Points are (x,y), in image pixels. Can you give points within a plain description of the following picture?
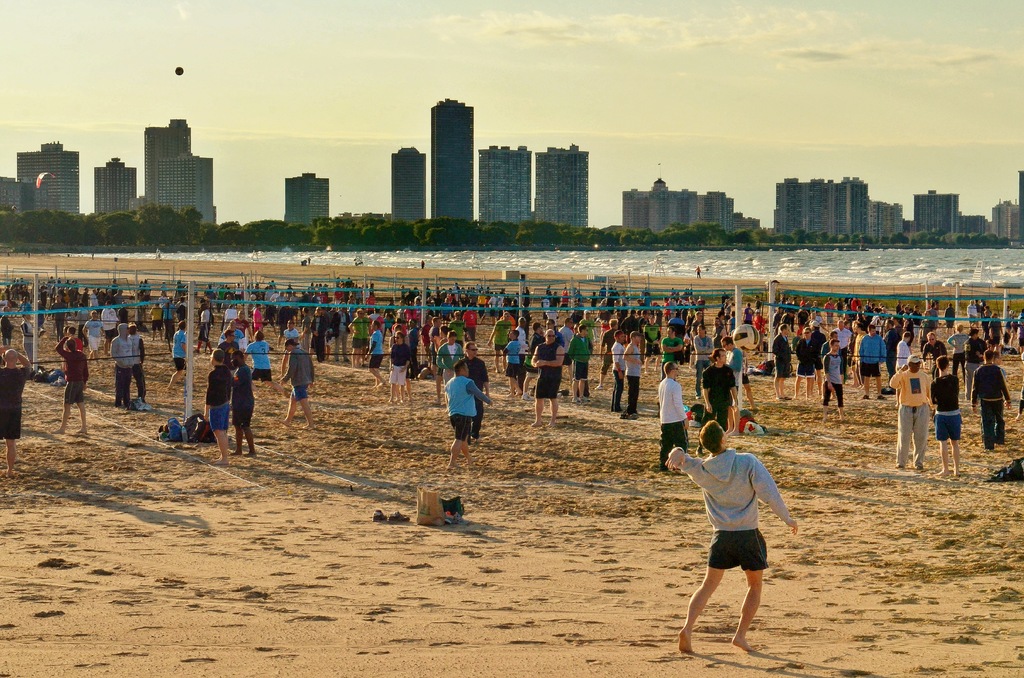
There are people (805,354) and we can see ball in the air (200,123). We can see objects (425,521) on the sand (339,407), nets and poles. In the background (504,214) we can see water (820,267), buildings (561,218), trees (296,236), paragliding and sky (601,117).
